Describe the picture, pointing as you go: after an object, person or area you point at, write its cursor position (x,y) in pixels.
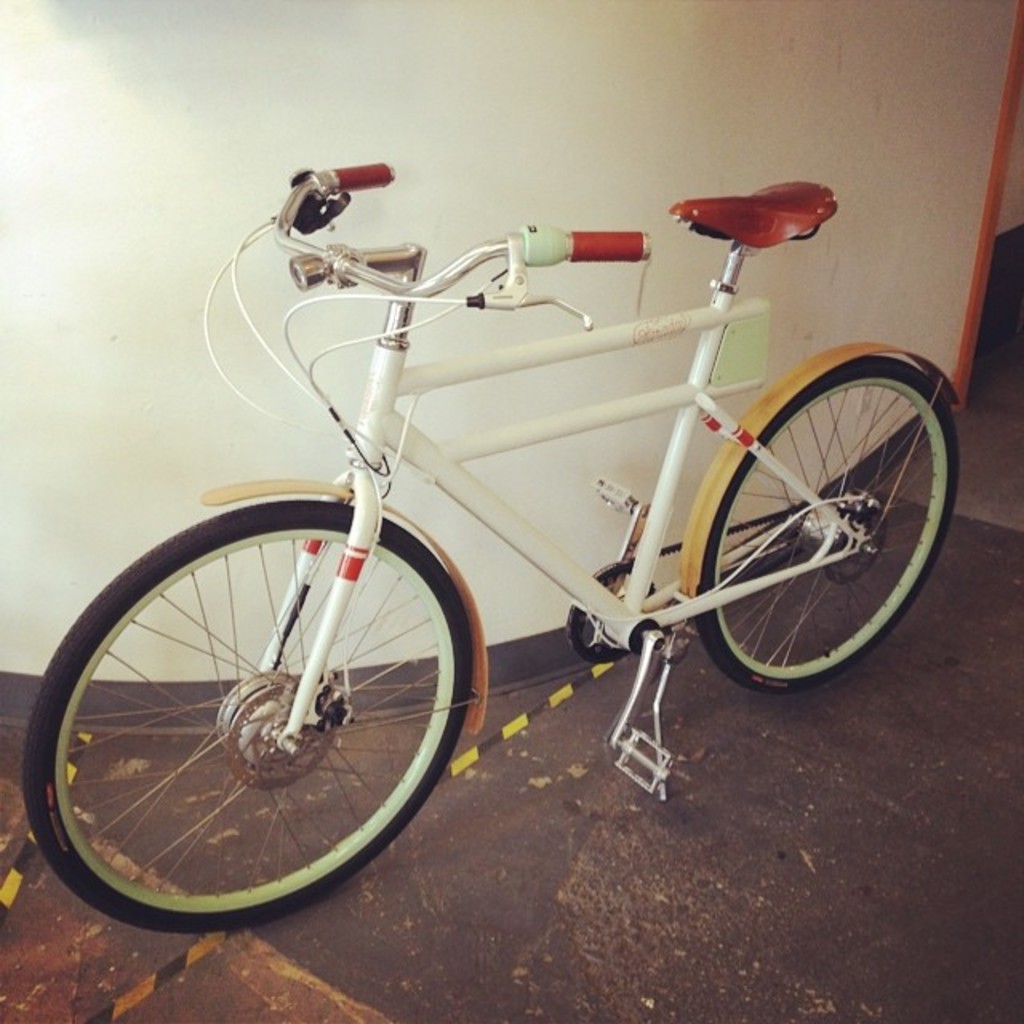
In this image we can see a bicycle (467,614) on the floor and in the background (475,560), we can see the wall (561,193).
